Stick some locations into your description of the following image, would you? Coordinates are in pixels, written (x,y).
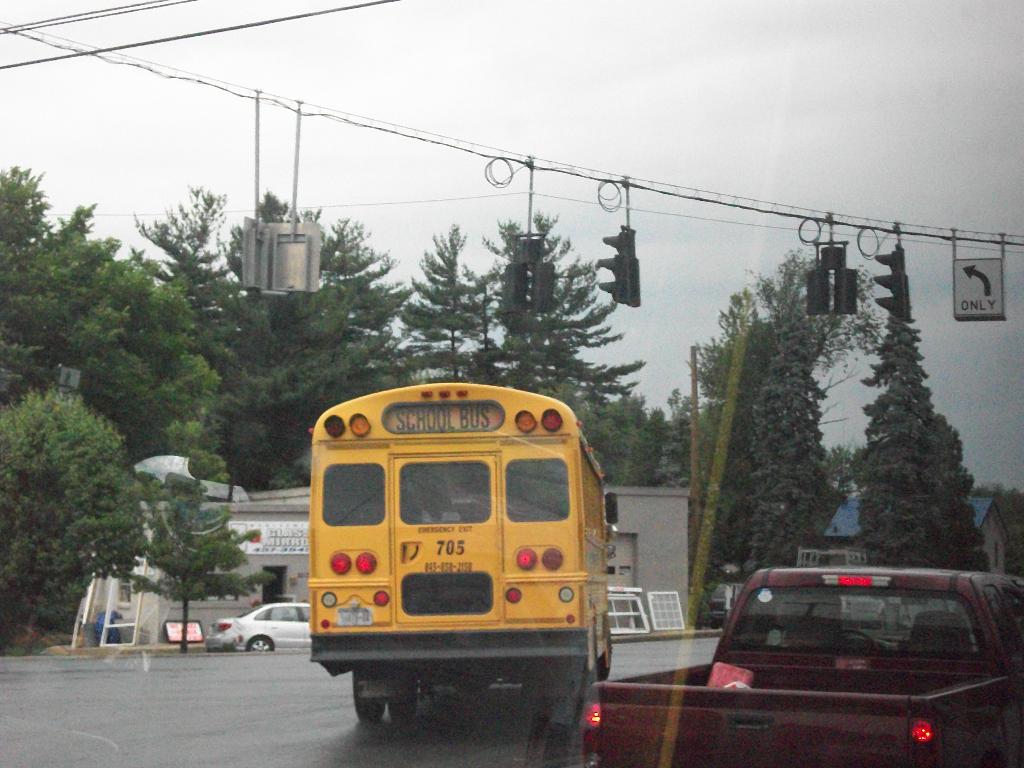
In this picture I can see the school bus (523,569) on the road (510,748). On the right (772,606) there is a red color truck (779,640). Above the bus (473,413) I can see the traffic signals (516,277) which are hanging from the wires (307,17). In the back (275,644) I can see the white car (270,632) which is parked near to the building (280,589). In the background (723,488) I can see the trees (765,413), plants (816,469). shed (984,501) and other objects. At the top (637,40) I can see the sky (614,4) and clouds (564,40).
